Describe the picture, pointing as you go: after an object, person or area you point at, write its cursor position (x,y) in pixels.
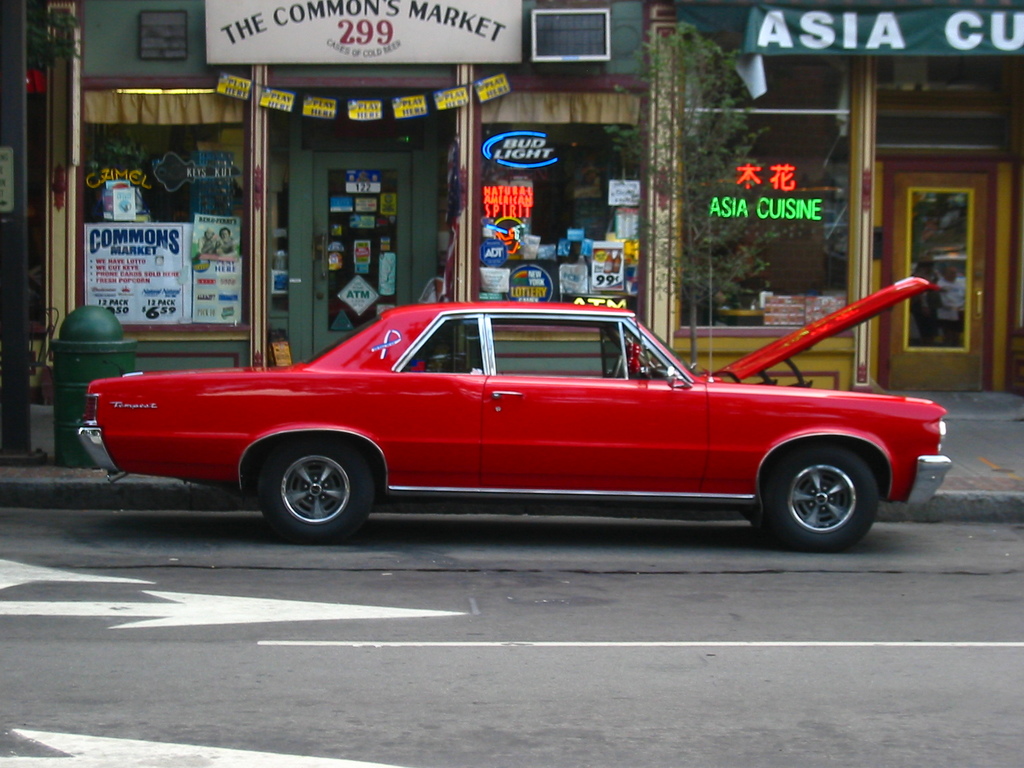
In this picture we can see a red car (847,496) on the road (904,726), posters (140,269), banners (816,25), name board (246,19) and some objects (171,166).
